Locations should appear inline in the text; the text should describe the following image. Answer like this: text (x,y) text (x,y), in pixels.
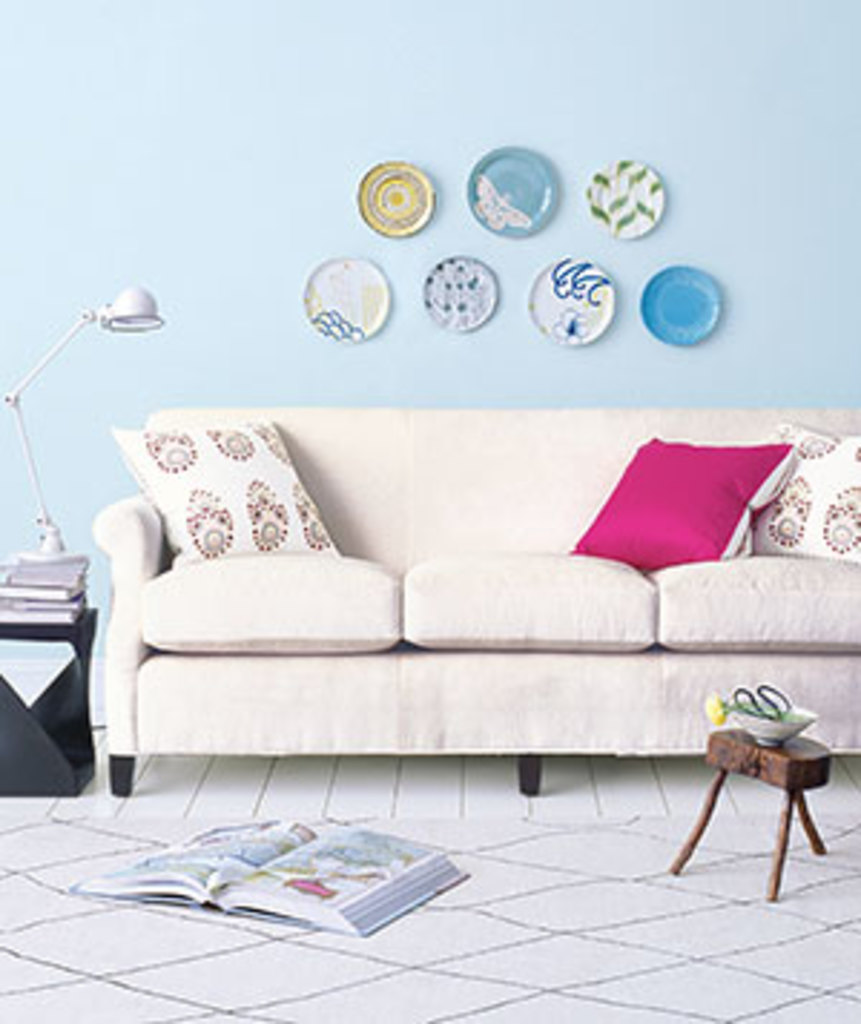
The image is clicked inside a room (270,712). In the middle (405,438) there is sofa (407,729) along with pillows (179,466). On the wall (624,111) there are plates sticker (557,331). To the left (10,402) there is a light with stand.
